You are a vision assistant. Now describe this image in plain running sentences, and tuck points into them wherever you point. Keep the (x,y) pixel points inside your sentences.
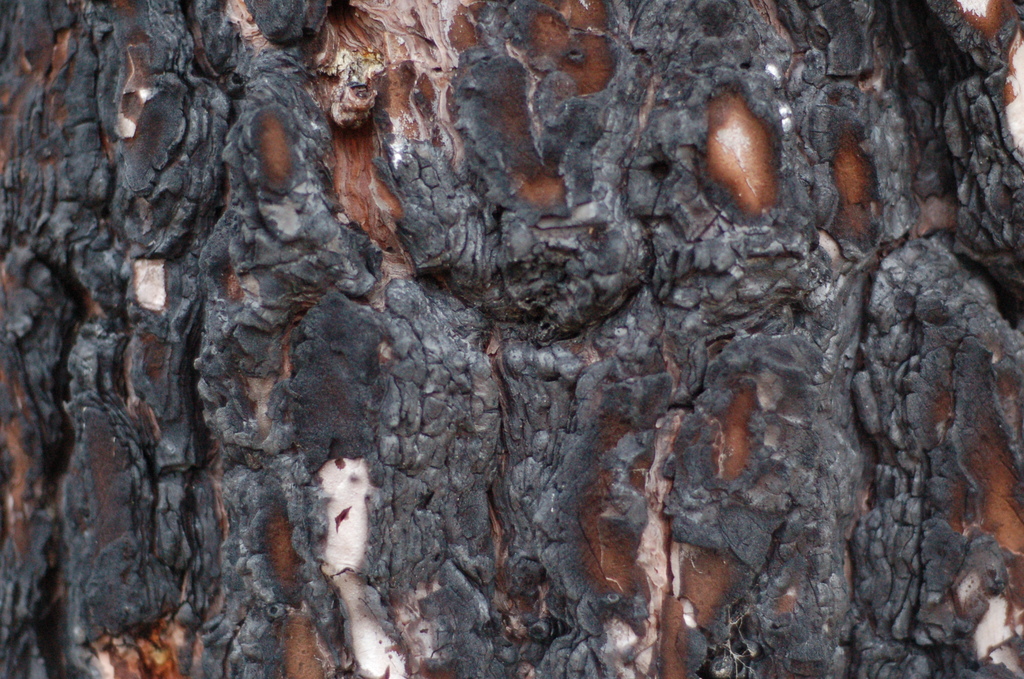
In this picture we can see a tree trunk (240,378).
